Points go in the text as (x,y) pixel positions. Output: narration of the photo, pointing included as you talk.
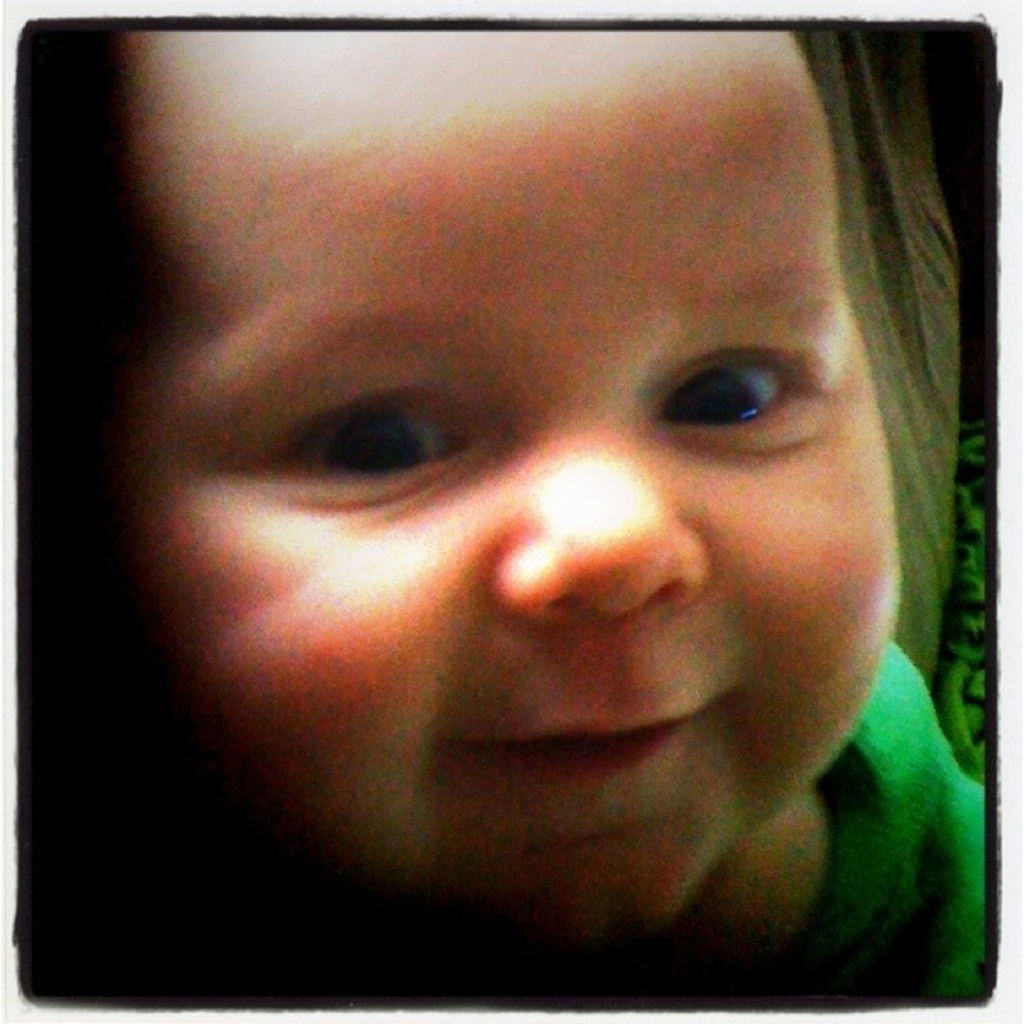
In this image we can see the picture of a baby (668,423).
